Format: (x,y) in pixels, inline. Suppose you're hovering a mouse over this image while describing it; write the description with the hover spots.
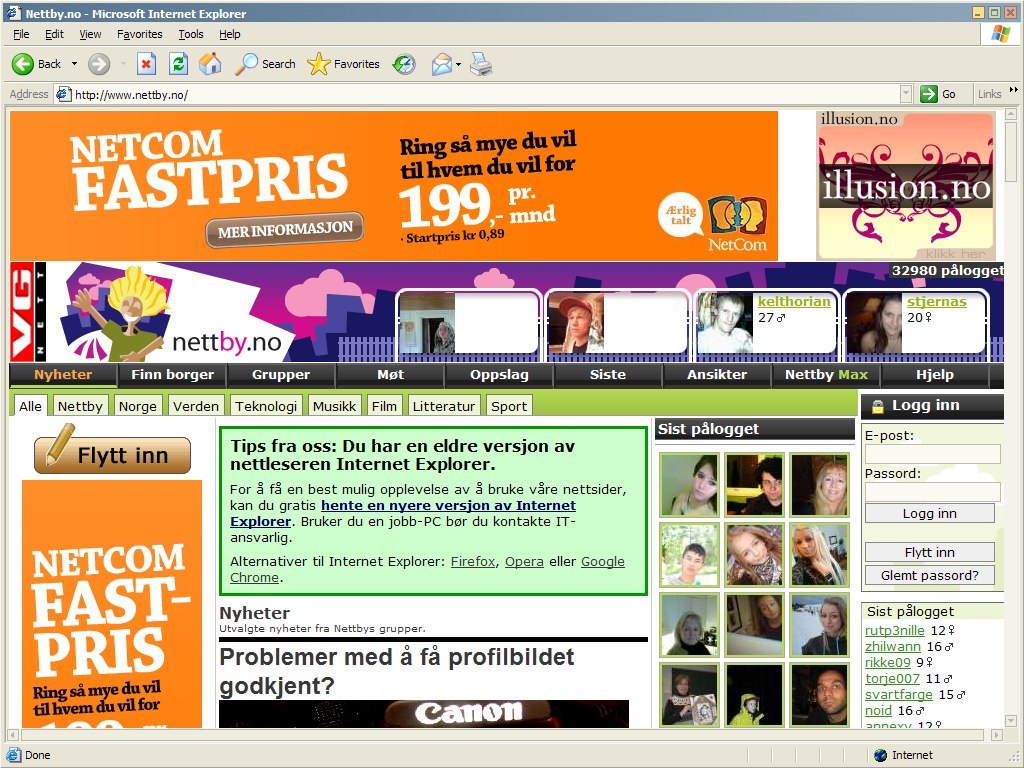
This is a screenshot of a website in this image there are some persons (834,637) and text (494,651).
